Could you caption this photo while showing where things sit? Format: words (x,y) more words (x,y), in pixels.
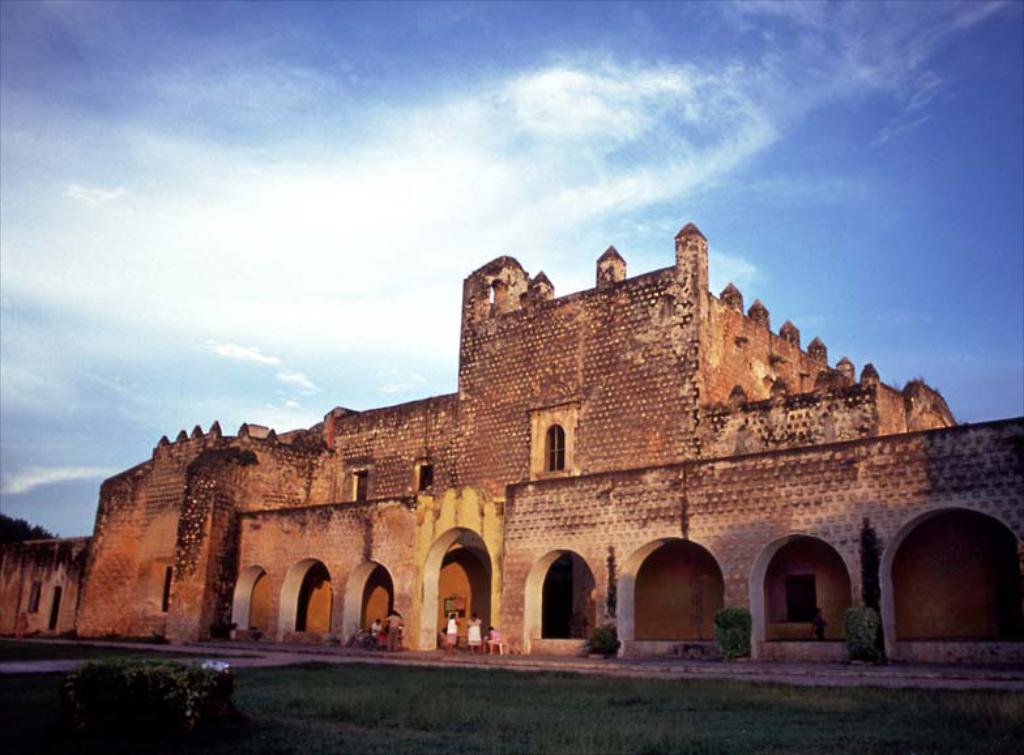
In this picture I see the grass (355,750) and the plants (199,717) in front (14,732) and in the middle of this picture (420,442) I see a building (589,446) and I see few people (399,628). In the background (181,55) I see the cloudy sky (730,85).
